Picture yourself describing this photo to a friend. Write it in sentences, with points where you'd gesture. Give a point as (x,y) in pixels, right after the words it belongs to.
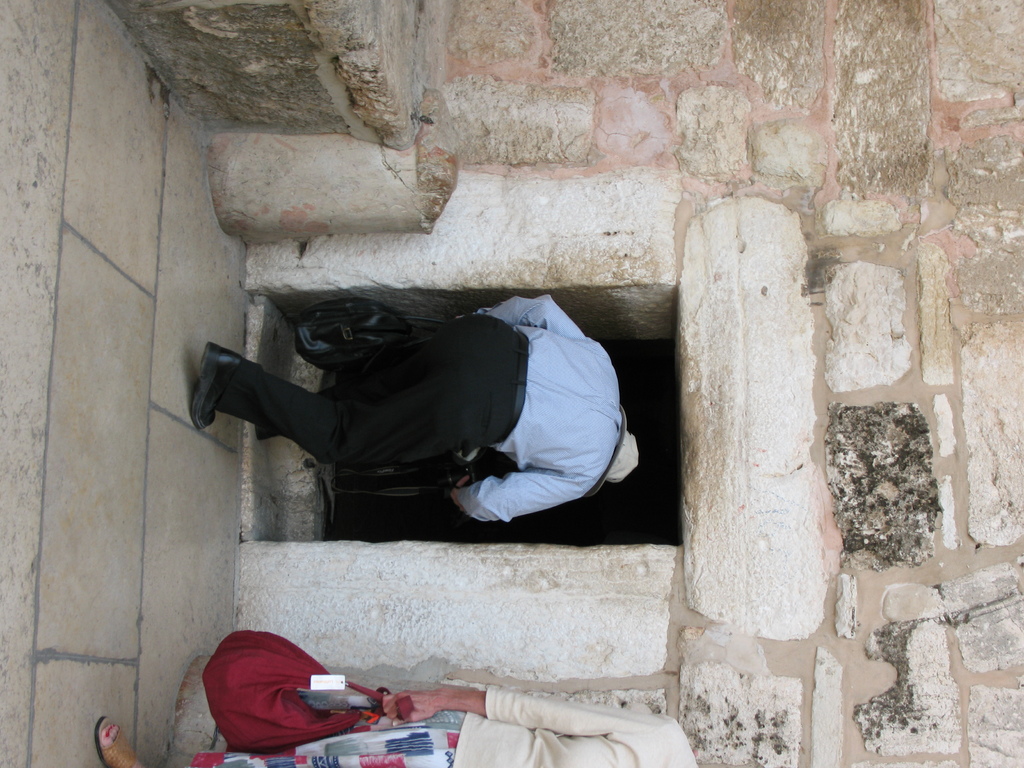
In the foreground of this picture (425,343), there is a man (443,399) bending his neck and entering into a dark room (673,467). On the bottom (380,748), there is a woman (380,748) standing and holding a bag (276,708). On the top (571,102), there is a wall (571,102).
